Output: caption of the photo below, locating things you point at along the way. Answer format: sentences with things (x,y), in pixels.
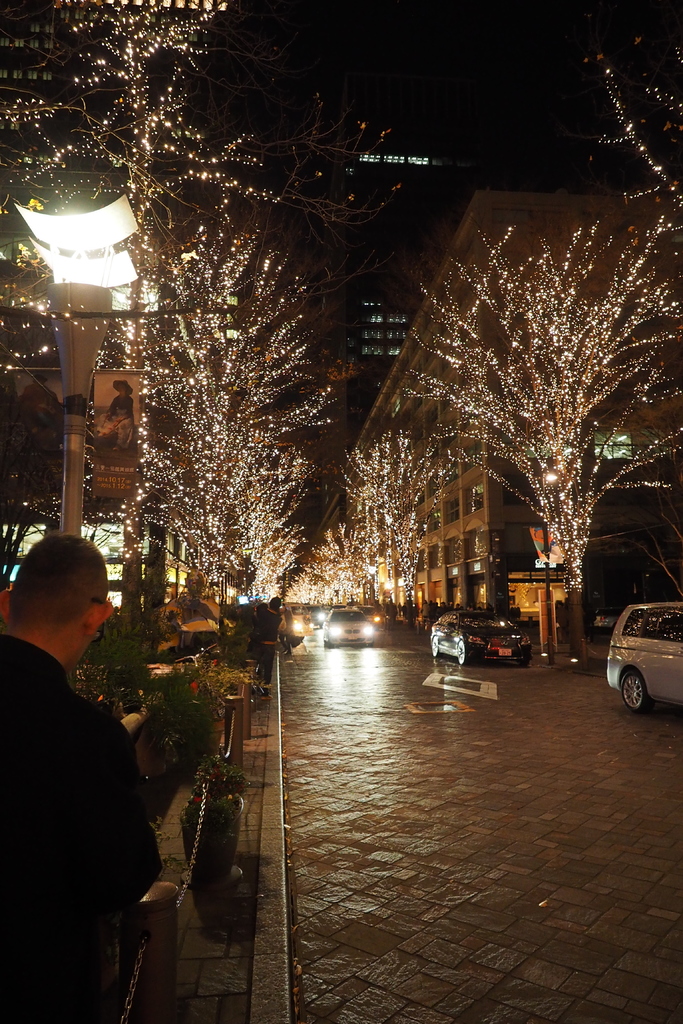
In this image we can see a few buildings (519,566). There are many trees (410,534) in the image. The cars (451,622) are moving on the road (519,676). A man (52,737) is standing at the left bottom most of the image (119,865).
